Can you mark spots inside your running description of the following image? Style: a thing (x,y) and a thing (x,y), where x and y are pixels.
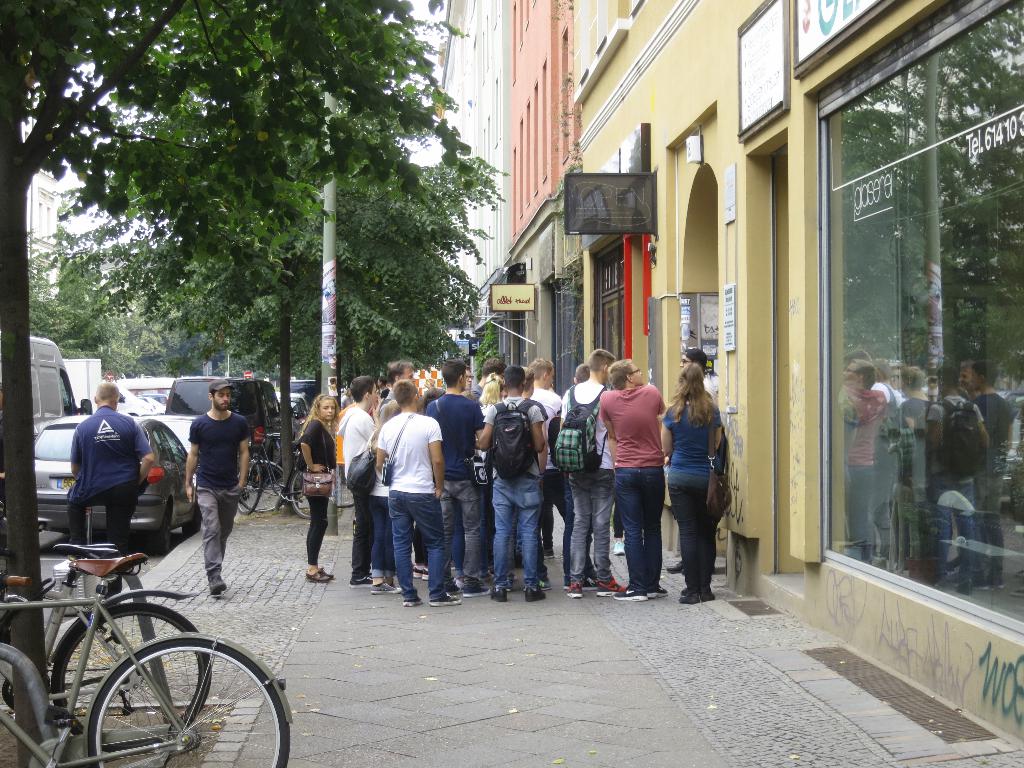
In this image in the center (609,480) there are a group of people (452,506) standing, and on the left side (148,386) there are some vehicles (114,632) and trees (359,290) and poles (331,224). On the right side (819,236) there are some buildings (735,236) and glass doors (959,233) and boards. At the bottom (516,677) there is walkway (568,702).
